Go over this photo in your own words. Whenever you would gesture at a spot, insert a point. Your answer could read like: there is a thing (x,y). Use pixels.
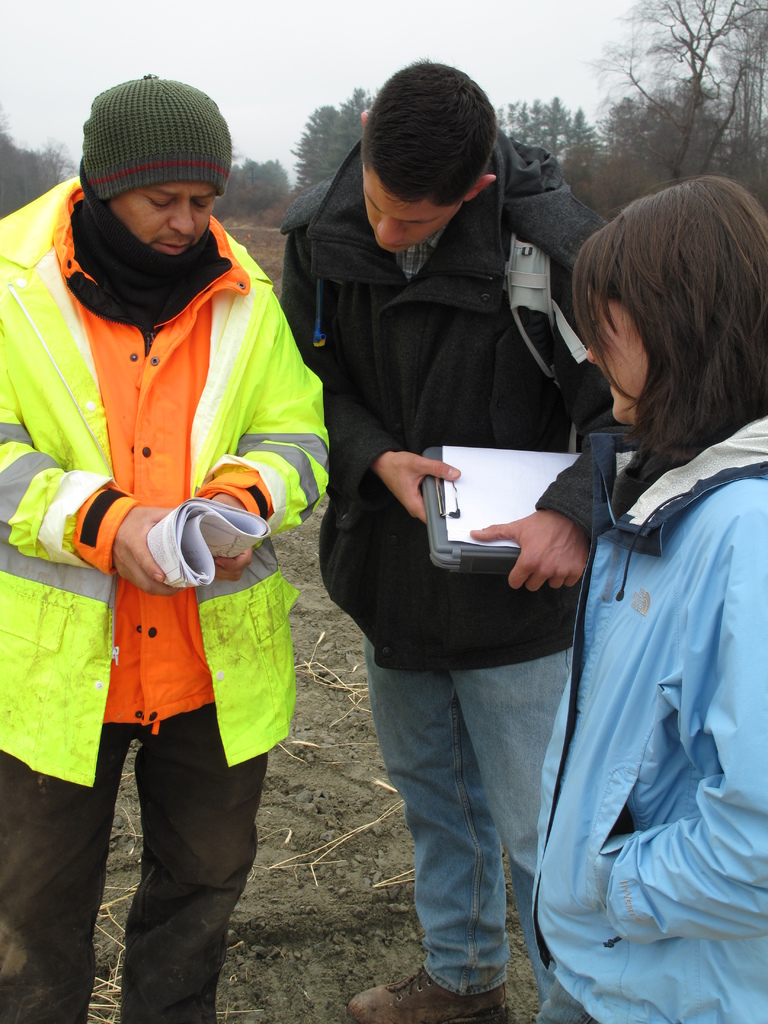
In this image I can see few persons (284,521) wearing jackets (221,414) are standing on the ground (357,851) and holding few objects (465,494) in their hands (430,473). In the background (221,197) I can see few trees (284,191), the ground (244,237) and the sky (272,79).
